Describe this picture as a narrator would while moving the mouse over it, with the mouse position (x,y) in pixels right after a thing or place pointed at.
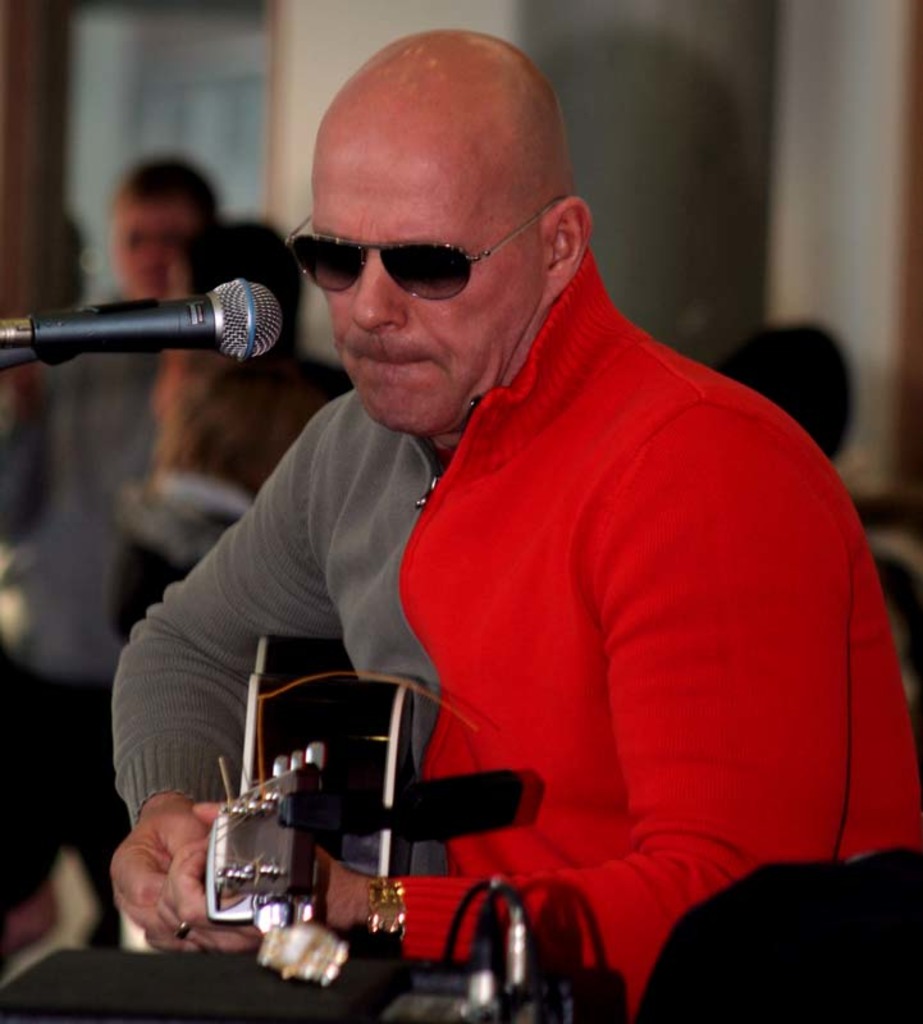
In this picture there is a person (576,880) sitting and playing guitar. In the foreground (527,925) there is a device (555,999). On the left side of the image (39,345) there is a microphone (266,306). At the back (186,220) there are group of people (102,453) and there is a wall (886,383).
